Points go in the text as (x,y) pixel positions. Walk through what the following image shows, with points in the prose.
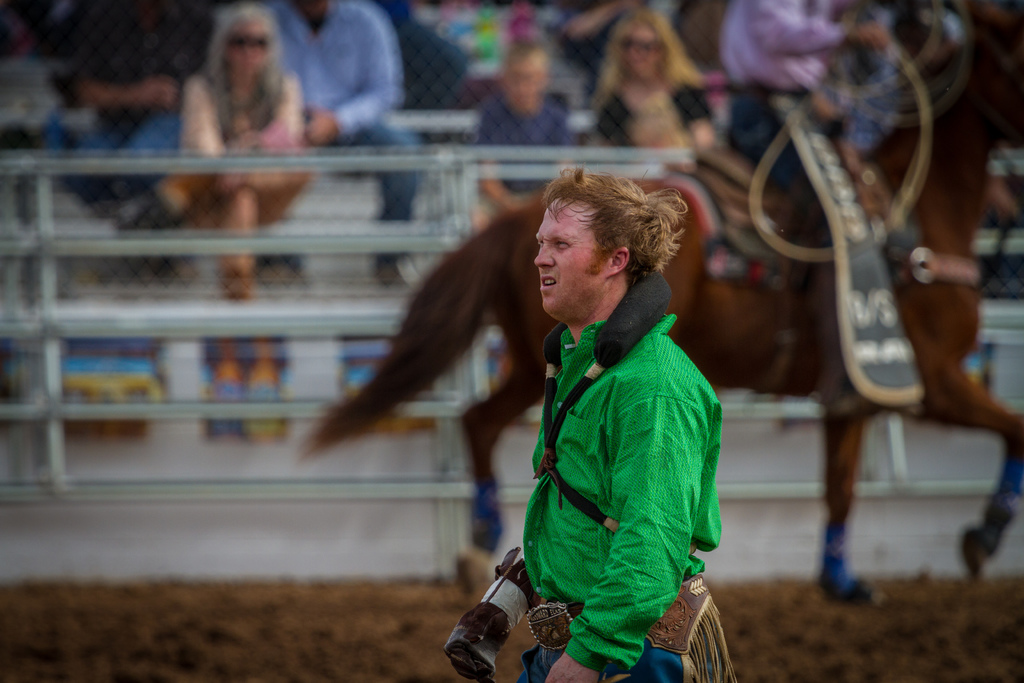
In the center (645,427) we can see one man (648,454) is standing. And back of him we can see the horse (803,288). And coming to the background (647,77) we can see some people (451,83) were sitting.
